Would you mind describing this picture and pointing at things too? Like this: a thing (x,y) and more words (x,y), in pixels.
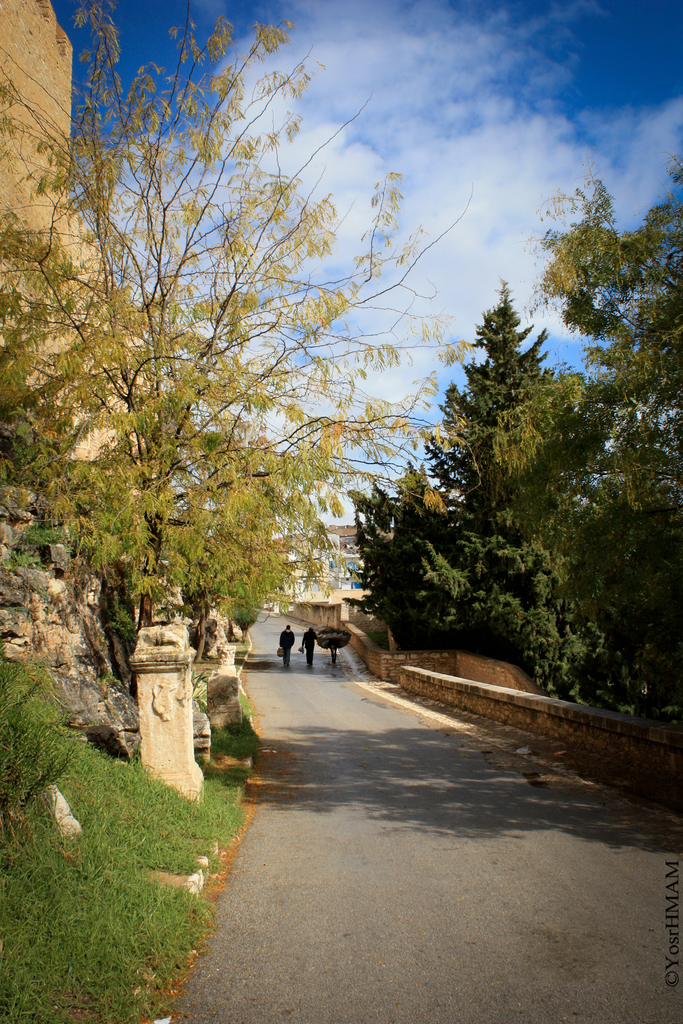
In this image we can see many trees (637,390), there is grass (197,803), there are a group of people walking on the road (295,717), the sky (404,342) is cloudy.
